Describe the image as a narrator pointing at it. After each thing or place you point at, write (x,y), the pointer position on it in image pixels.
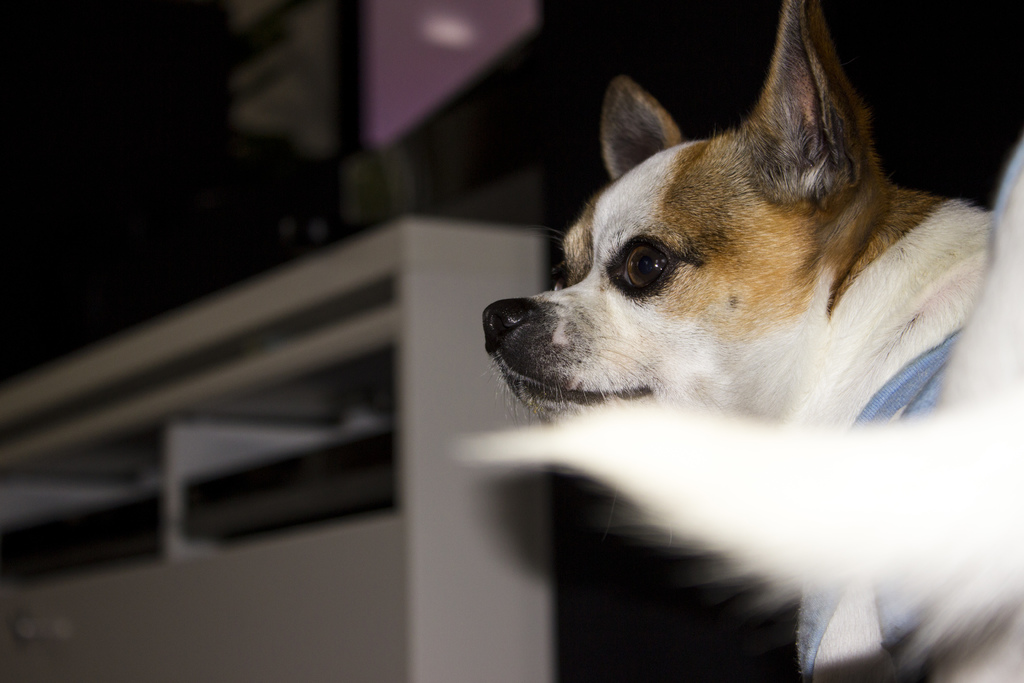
In this picture I can see there is a dog (772,310) on the right side of the image (867,420). It is looking at the left side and the backdrop (196,475) is dark and blurred.
